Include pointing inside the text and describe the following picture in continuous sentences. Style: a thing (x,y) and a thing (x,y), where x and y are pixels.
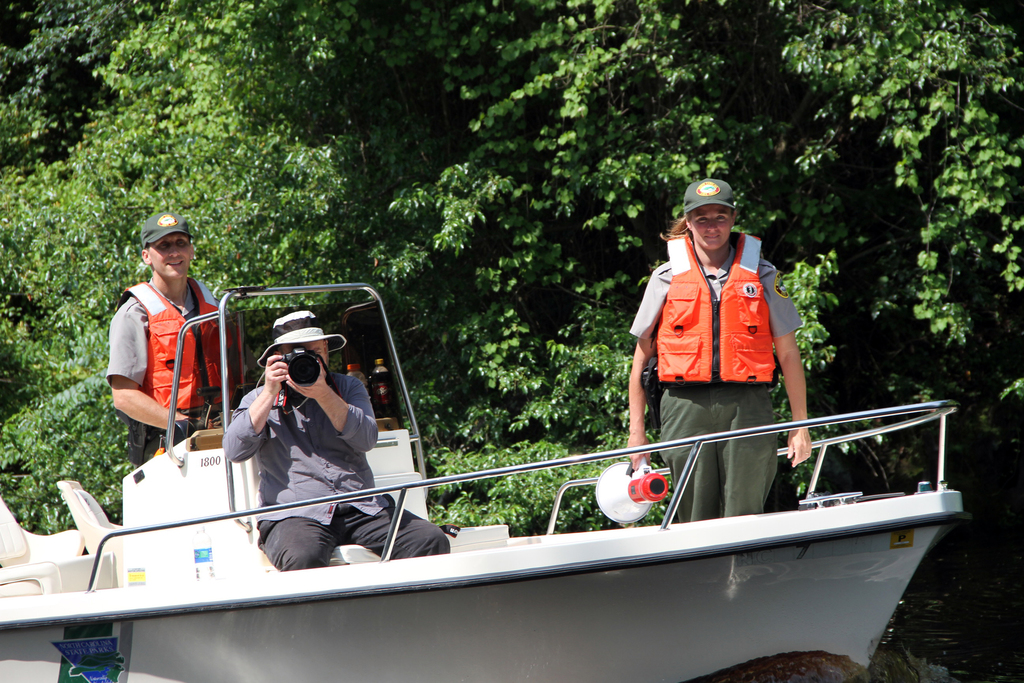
In the center of the image (413,424) we can see one boat (196,468). In the boat (618,628), we can see two persons (750,381) are standing, one person (322,422) is sitting and a few other objects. Among them, we can see two persons (686,300) are smiling and they are wearing jackets (174,329) and caps (709,192), two persons (672,322) are holding some objects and one person (331,401) is wearing a hat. In the background (558,405) we can see trees (582,181) and a few other objects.
